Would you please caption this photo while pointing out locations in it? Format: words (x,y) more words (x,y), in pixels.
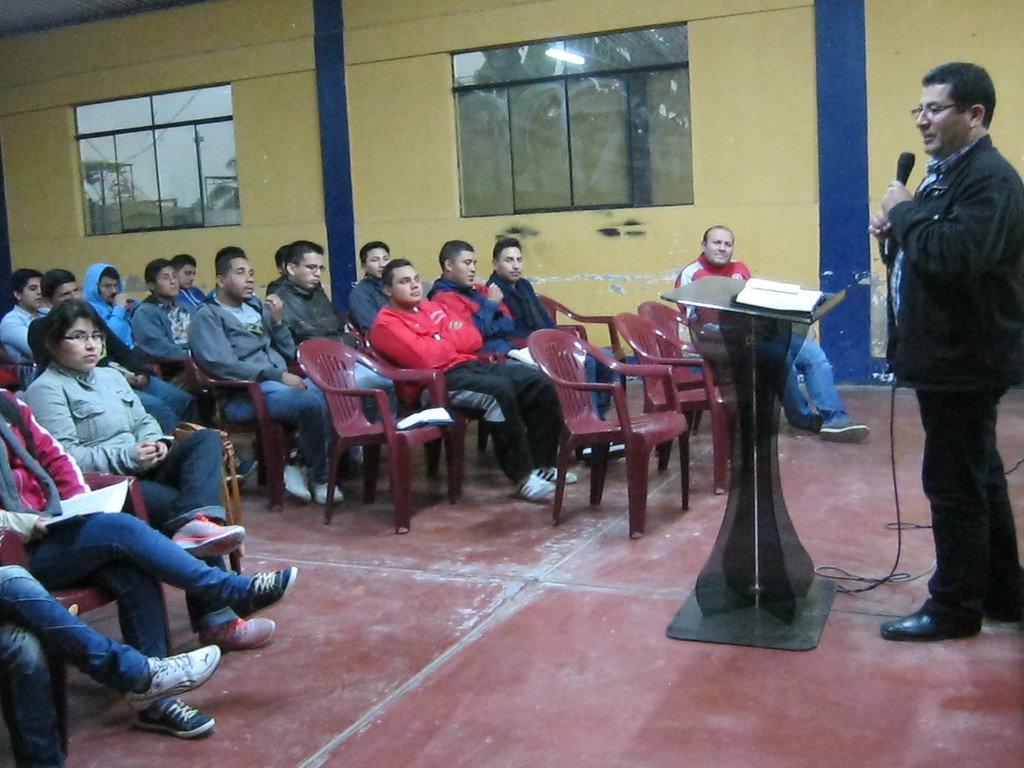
This picture is of inside the room (826,683). On the right (976,182) there is a man (967,213) holding a microphone (903,169) and standing. There is a podium (771,327) on the top of which some papers (784,308) are placed. On the left (104,356) there are group of people (195,322) sitting on the chairs (587,430). In the background (308,35) can see the wall (409,134), two windows (550,130) and the outside view (179,150) through the window (185,162).
